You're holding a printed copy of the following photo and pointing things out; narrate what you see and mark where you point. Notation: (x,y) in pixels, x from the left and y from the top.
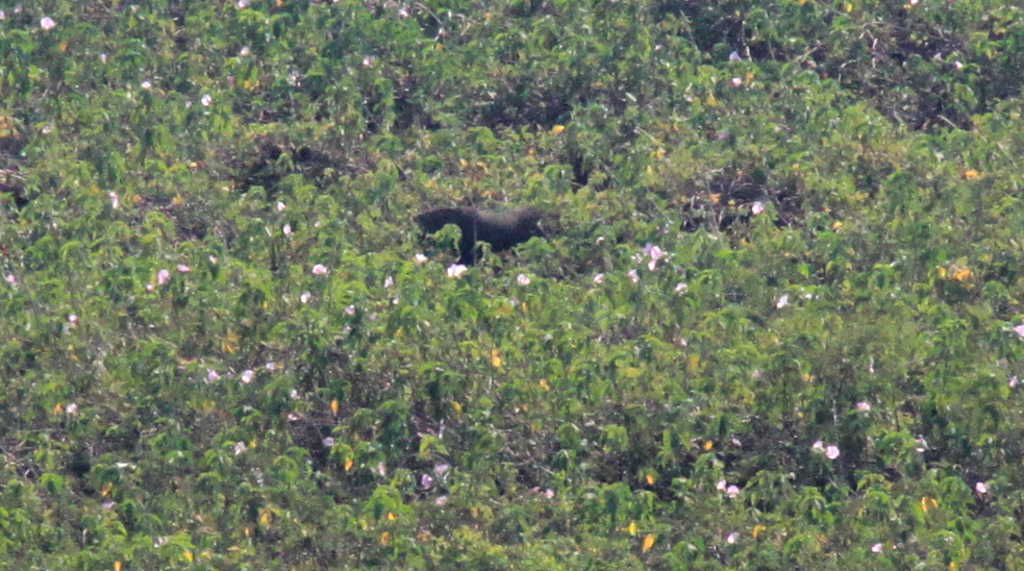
This image is taken outdoors. In this image there are many plants (758,87) with flowers (203,102) and green leaves (853,384). In the middle of the image (514,217) there is an animal (495,227).
